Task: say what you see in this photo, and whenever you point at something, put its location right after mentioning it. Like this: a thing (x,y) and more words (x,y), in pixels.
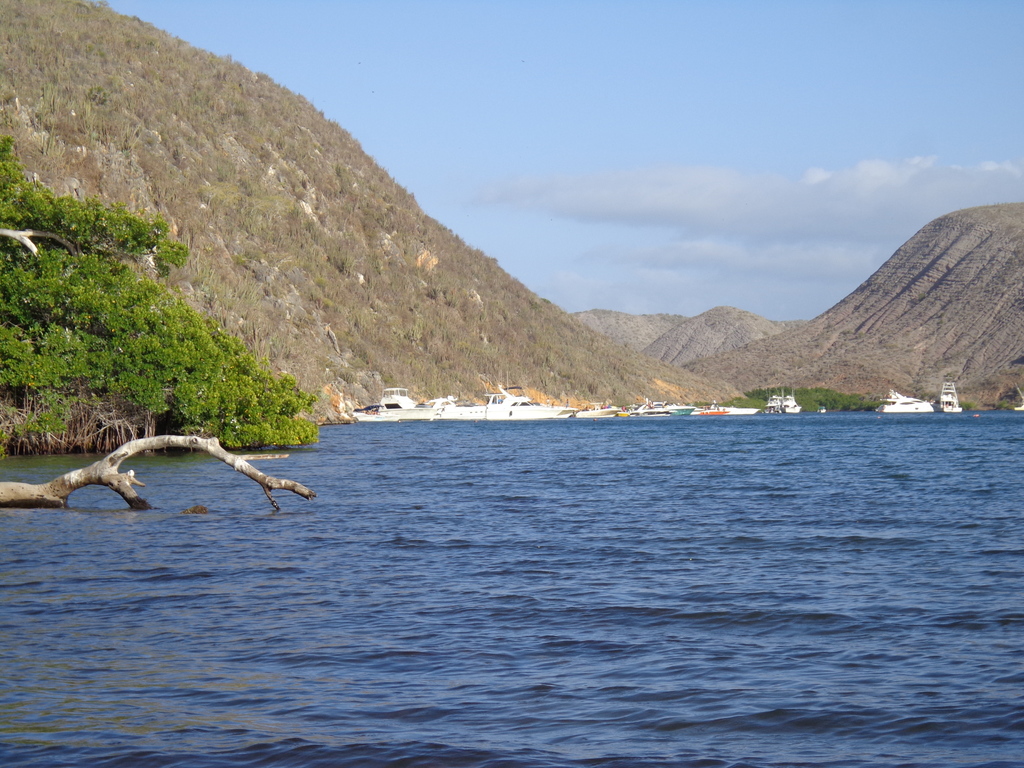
In this image at the bottom (579,562) there is a river (415,472), and in the background (478,412) there are some boats (432,412), mountains (426,336), trees (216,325). And on the left side of the image (127,484) there is a branch (108,463) of a tree (219,455) and some trees (127,322), at the top (681,72) there is sky (660,204).
